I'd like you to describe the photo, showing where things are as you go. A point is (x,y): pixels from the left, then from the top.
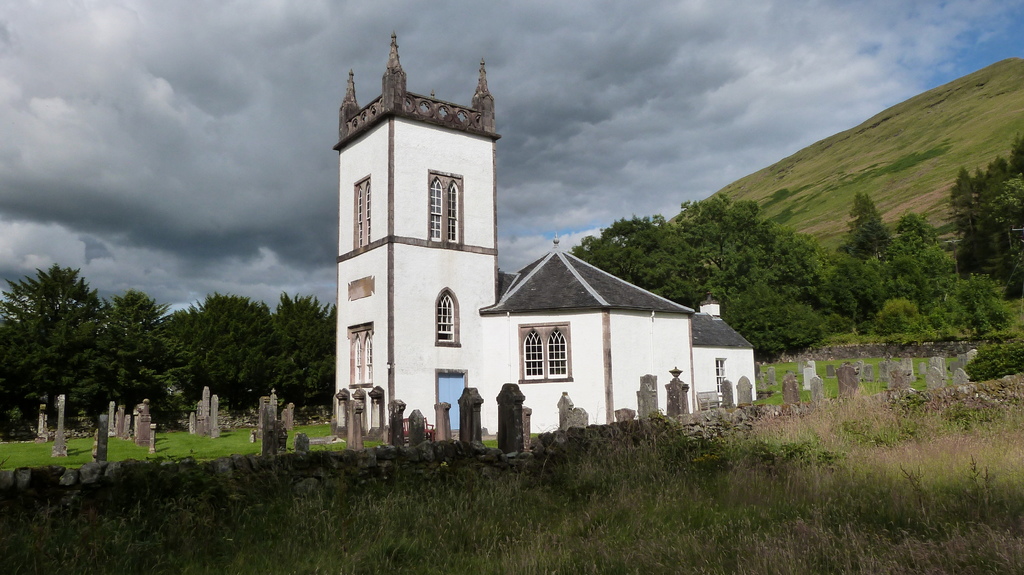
In the center of the image (490,338) we can see graveyard (481,401) and building (436,372). At the bottom of the image (927,491) we can see grass (806,475) and plants (814,458). In the background (734,248) we can see trees (772,224), hill (802,195), clouds (801,106) and sky (872,81).
